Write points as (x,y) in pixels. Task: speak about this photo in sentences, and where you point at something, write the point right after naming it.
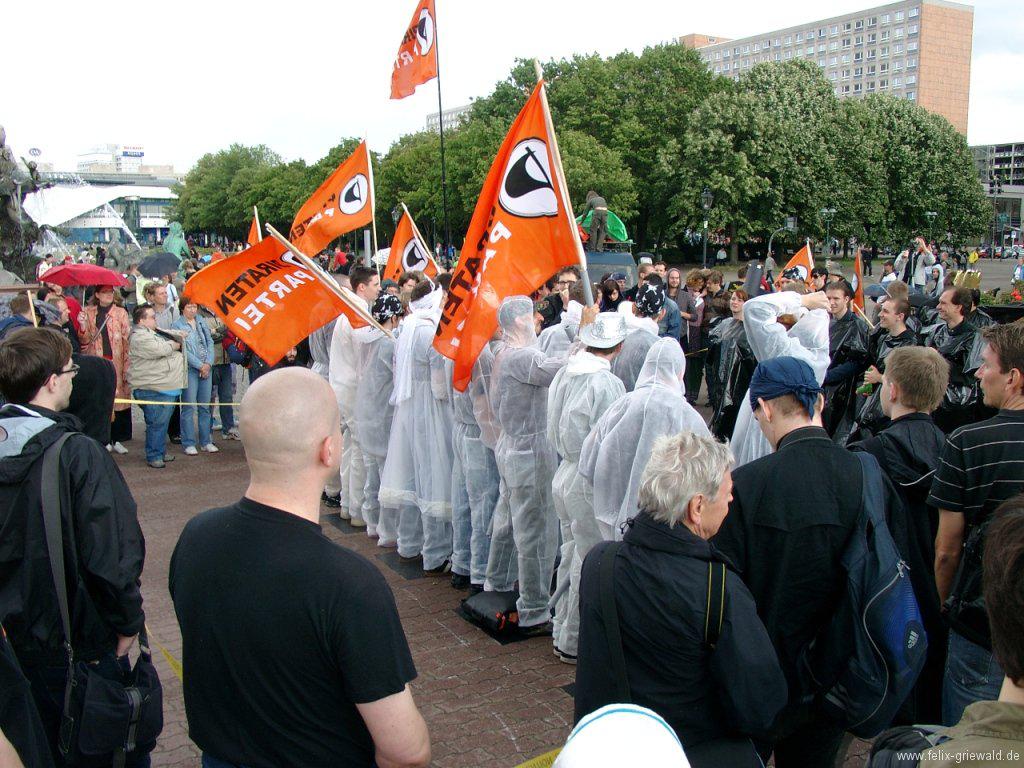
In this picture we can see there are groups of people (291,529) standing and some people (433,374) are holding the flags (513,232). Behind the people (338,265), there are trees (778,184) and buildings (855,73). At the top of the image (396,43), there is the sky (227,39). At the bottom right corner of the image (938,756), there is a watermark (917,760).
